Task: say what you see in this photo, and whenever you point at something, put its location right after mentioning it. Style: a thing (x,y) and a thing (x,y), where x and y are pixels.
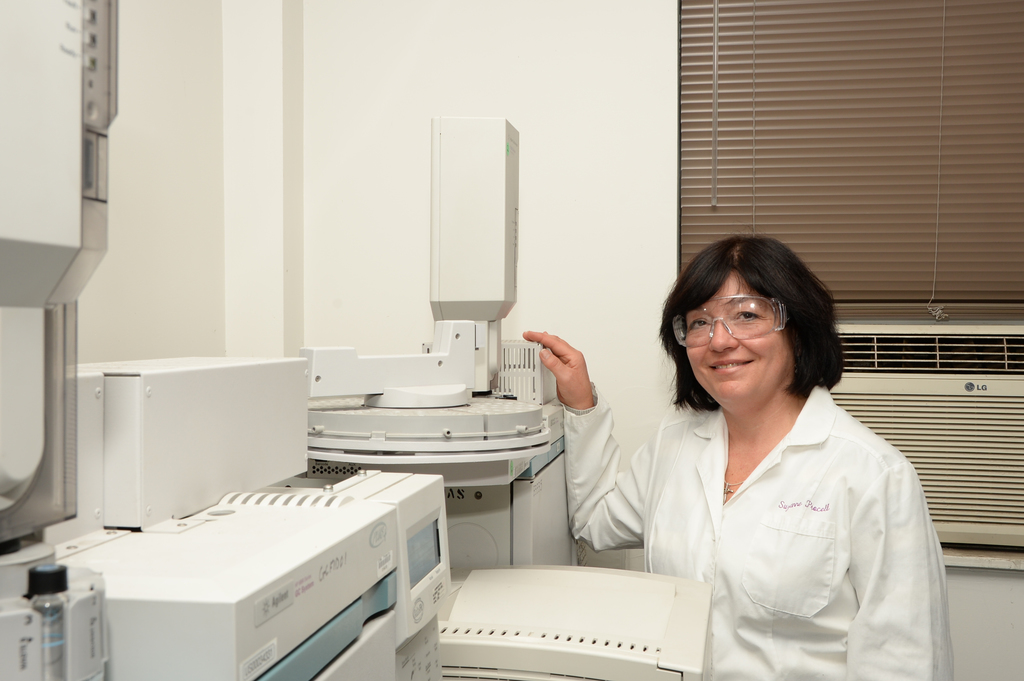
Here in this picture we can see a woman (708,469) standing over a place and she is wearing an apron (716,453) and goggles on her and she is smiling and in front of her we can see some medical equipments (300,514) present over there and behind her we can see an AC (1021,386) present over there.
